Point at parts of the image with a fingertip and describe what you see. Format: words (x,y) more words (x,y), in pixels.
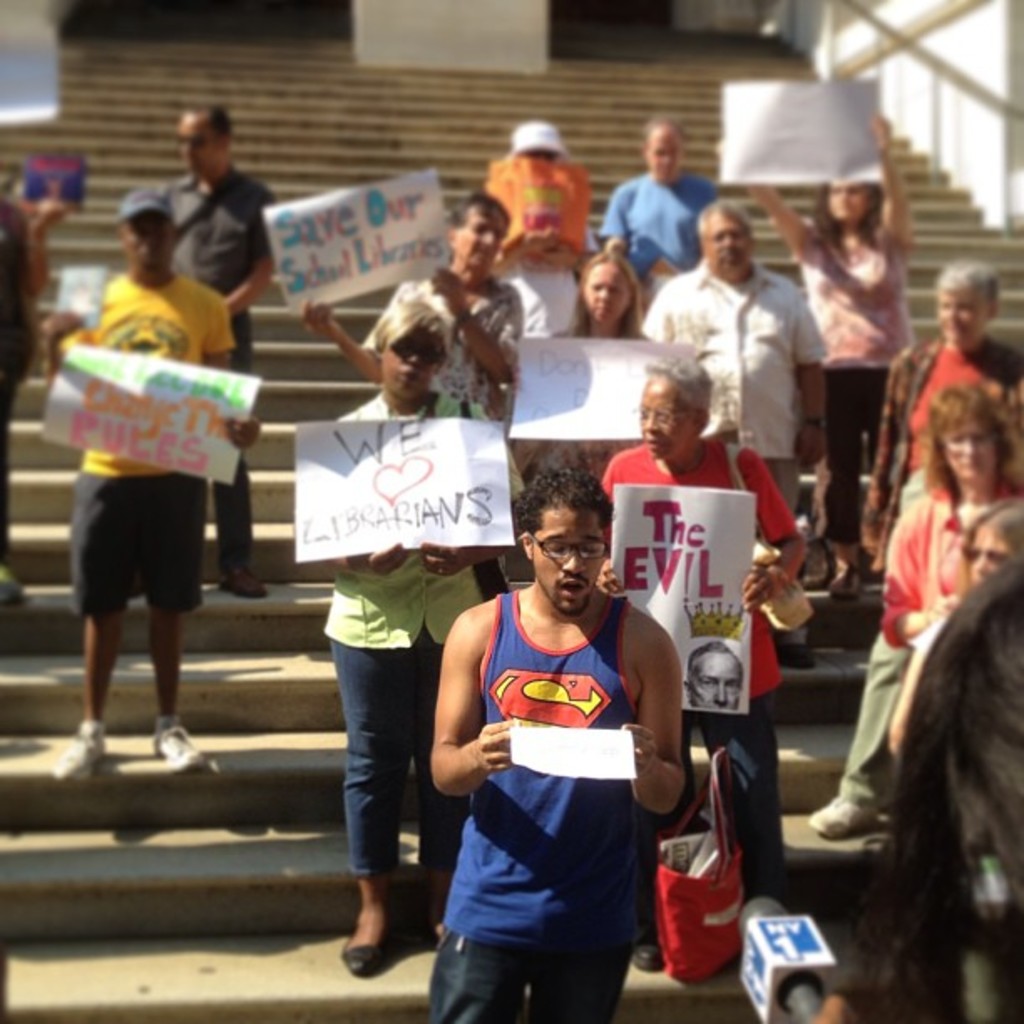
In this image there are group of people (487,867) standing on the stairs (138,995) and holding the papers (508,518), a person (894,869) holding a mike (780,1010), and in the background (381,34) there is a building (938,34).
